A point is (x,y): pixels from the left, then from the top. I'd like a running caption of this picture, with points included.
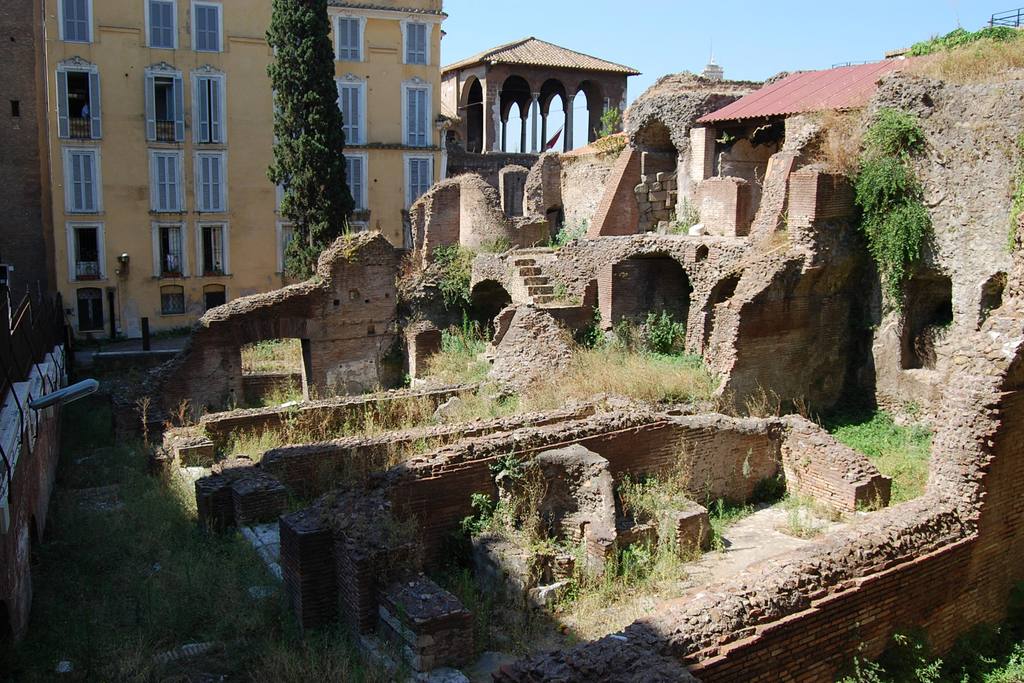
In this picture I can see the monuments (503,220) and buildings (470,152). In front of the building (238,110) I can see the trees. At the bottom (279,662) I can see the grass (533,527). At the top (627,34) there is a sky (657,28).
